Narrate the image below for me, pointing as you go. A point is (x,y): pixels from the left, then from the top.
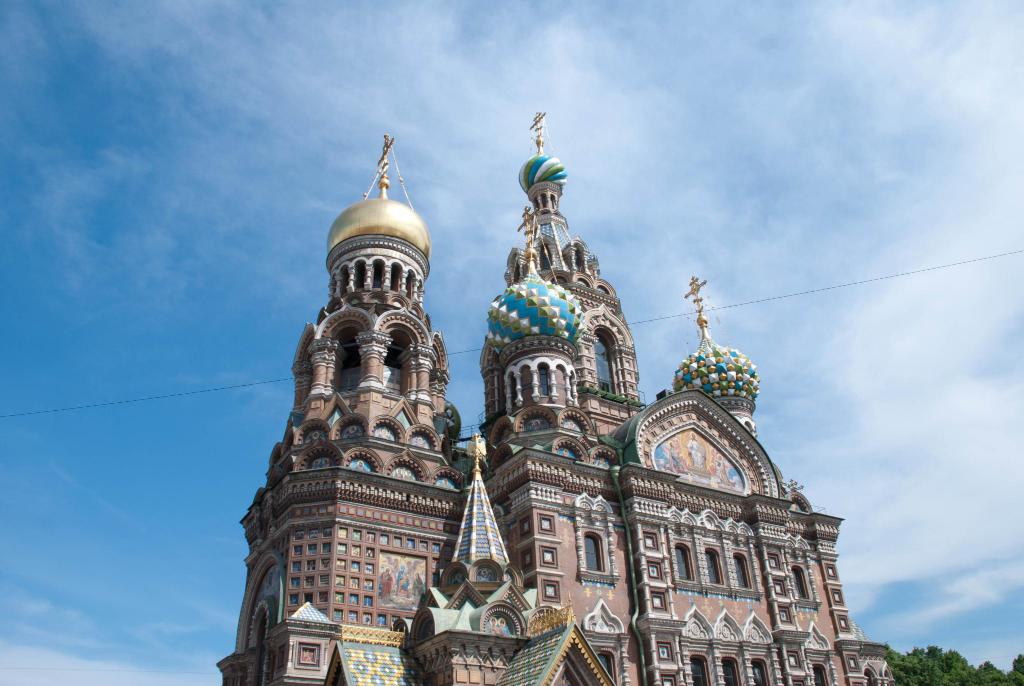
This picture is clicked outside. In the center (506,300) we can see the domes (524,307) attached to the building (621,413) and we can see a spire (500,565) and we can see the windows (590,545) and the wall (361,611) of the building (723,622). In the background (914,1) there is a sky (969,16) and some trees (932,664).
